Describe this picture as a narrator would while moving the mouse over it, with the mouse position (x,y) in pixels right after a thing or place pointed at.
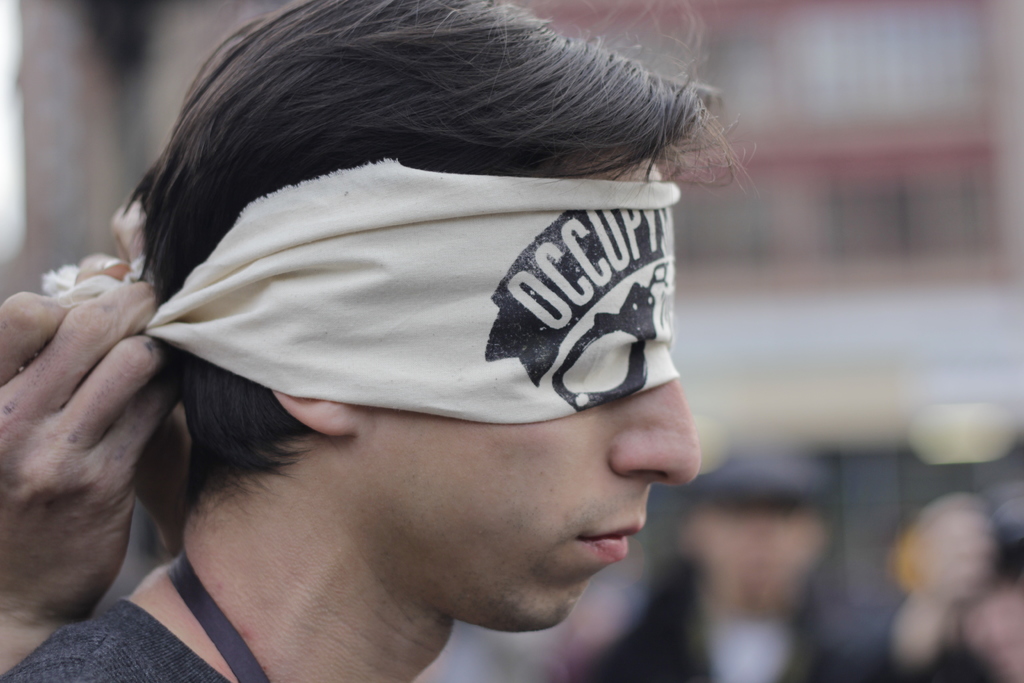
In the center of the image (432,265) is a person (68,635) his eyes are closed with a blindfold (443,255). There is a person hand (11,369) to the left side of the image (175,400). The background of the image (960,422) is blurry.
